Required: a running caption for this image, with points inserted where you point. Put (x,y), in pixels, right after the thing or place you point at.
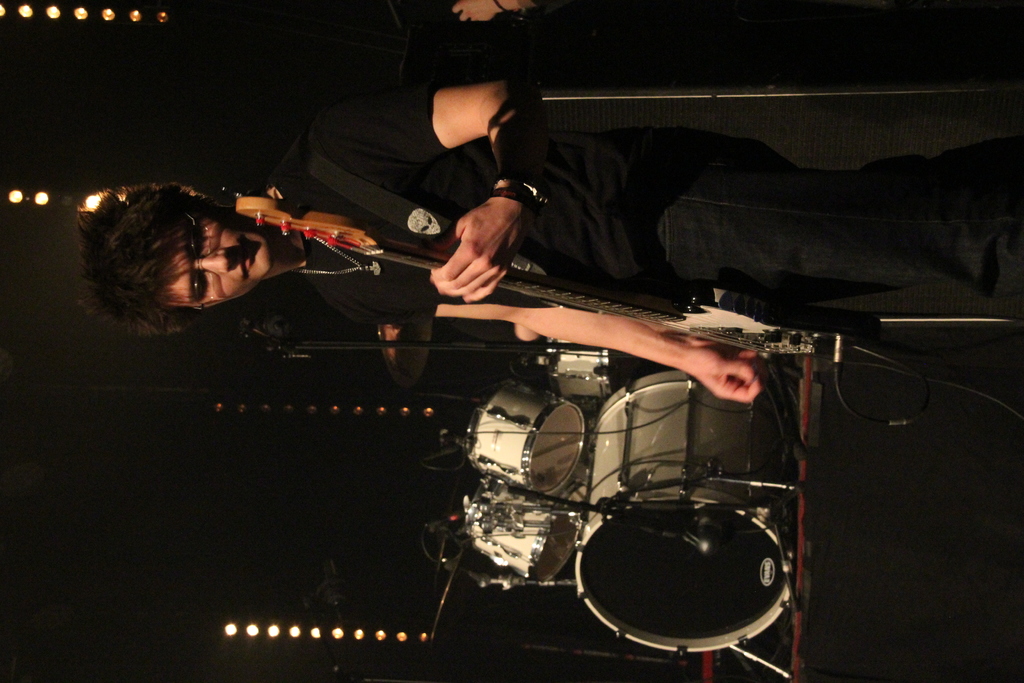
In this picture a man (269,267) is holding a guitar (415,262). The man (536,215) in black t shirt (572,220). Background of this man (458,256) is a music instrument (514,439) which are in white color.
